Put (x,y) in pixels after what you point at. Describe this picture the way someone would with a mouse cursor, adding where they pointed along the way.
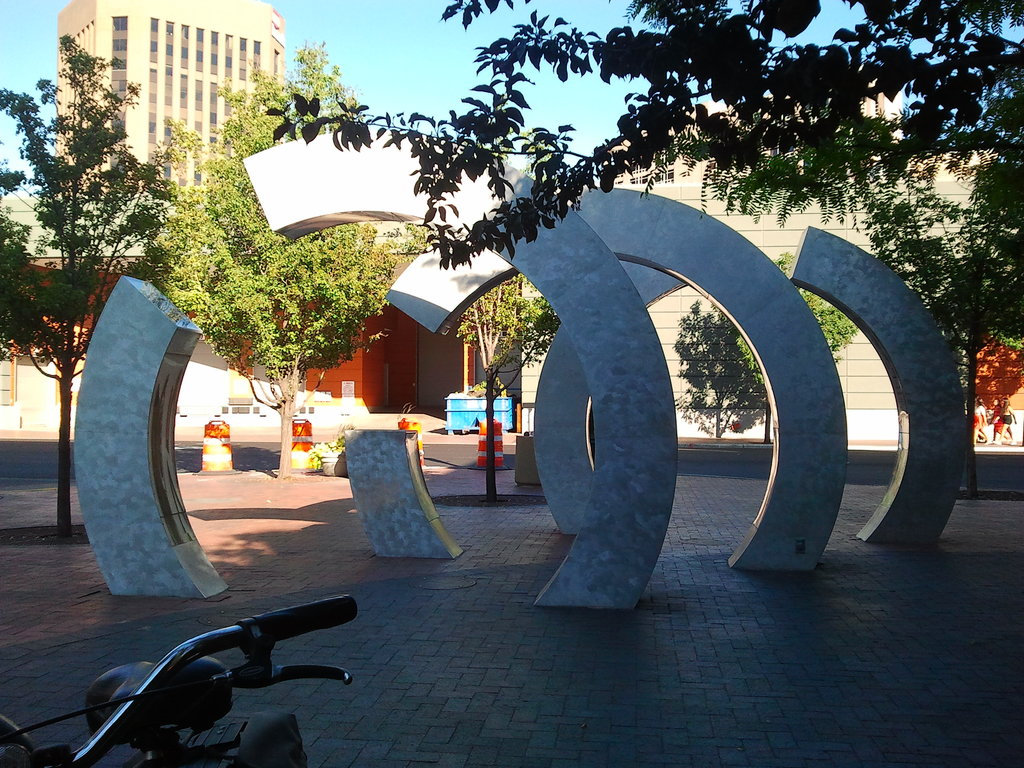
In the image there is an arch (125,380) in the middle (609,283) with trees (975,269) on either side of it followed by building (171,56) in the background (193,47) and above its sky (415,67), on the left side (105,700) front there is a bike (206,680) visible.
